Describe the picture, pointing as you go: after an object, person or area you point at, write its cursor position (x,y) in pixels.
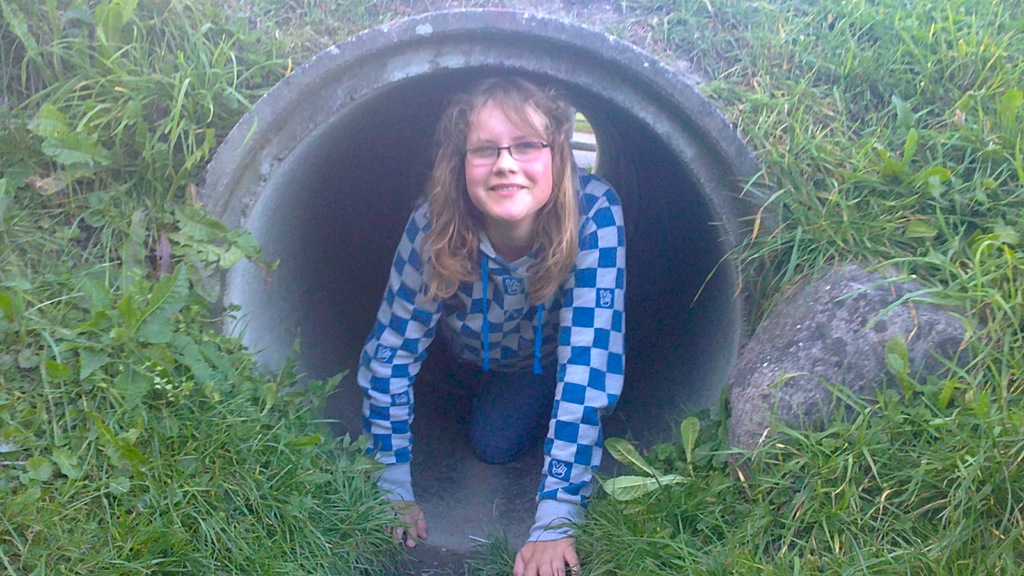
In this image in the center (497,219) there is one woman (412,325) who is smiling, and she is in pipe (281,113) and on the right side (857,337) there is a rock (763,387). And there are some plants (225,381) and grass (129,493).
